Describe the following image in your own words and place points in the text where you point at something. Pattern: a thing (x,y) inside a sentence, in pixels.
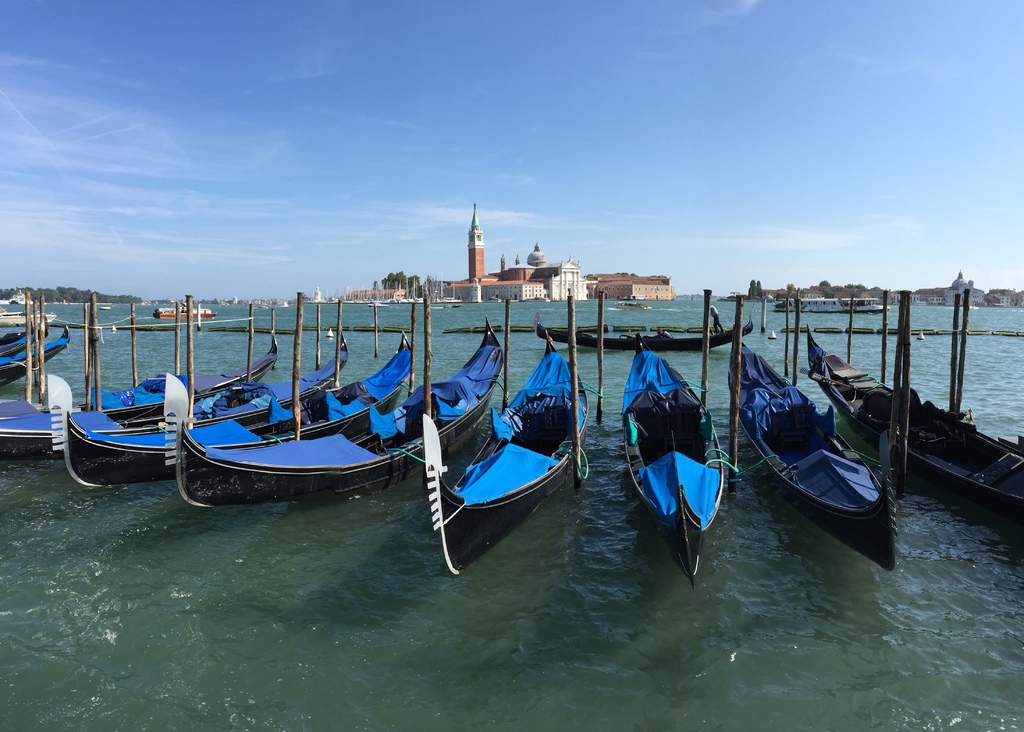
In this image we can see boats (268,456) on the water surface (378,552). There are wooden poles (414,351). In the background of the image (551,295) there are buildings (508,272), trees (121,301) and sky (525,170).
